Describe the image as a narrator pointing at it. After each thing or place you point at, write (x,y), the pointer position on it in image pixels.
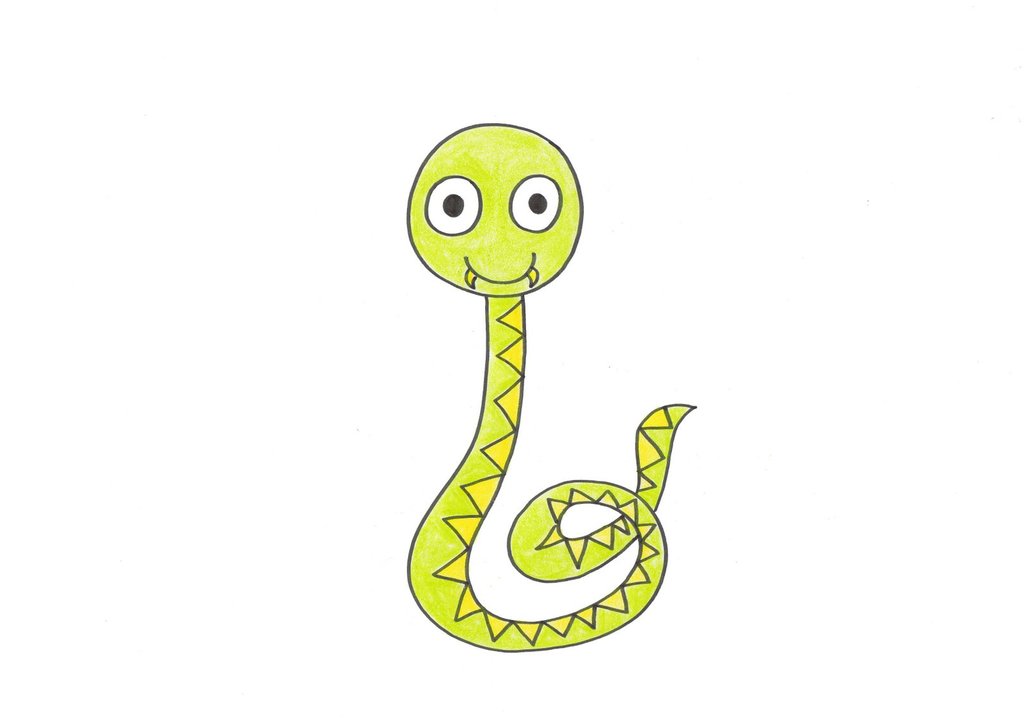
In this picture, we can see a sketch (495,133), and we can see the white background (604,260).
